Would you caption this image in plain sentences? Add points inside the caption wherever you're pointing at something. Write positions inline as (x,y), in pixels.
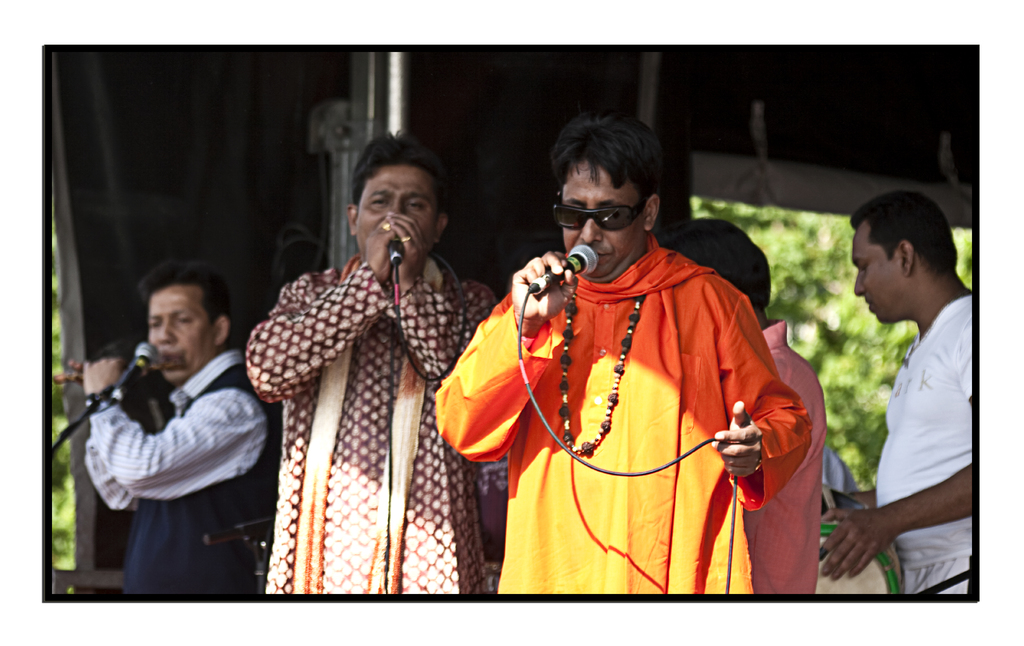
This image is taken in outdoors. In this image there are five men (605,434) standing on the floor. In the middle of the image (512,336) two men (567,388) are standing and singing with a mic (398,255). In the right side of the image (966,394) a man (966,445) is standing. In the background (789,167) there are few trees (837,263) and tent (236,164). In the left side of the image (182,427) there is a man (157,472) standing and playing the music with flute (61,381).
